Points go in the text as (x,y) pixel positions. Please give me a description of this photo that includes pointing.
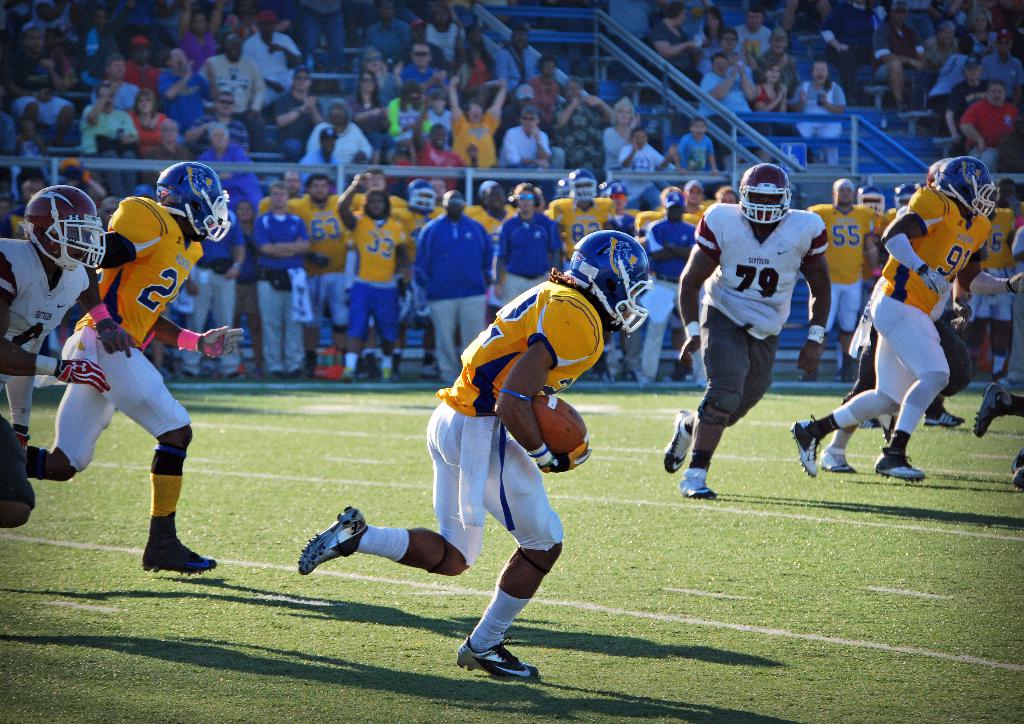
This image is clicked in a ground (620,417) where there are so many people (703,157) sitting on stairs (679,117) and watching the match. There are so many people (474,236) in the middle (449,324) who are standing and in the front (881,279) there are people (159,395) who are playing game. One of them has a ball (542,399) in his hand (539,462). They are wearing helmets (598,281) shoes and white color pant (528,507).
